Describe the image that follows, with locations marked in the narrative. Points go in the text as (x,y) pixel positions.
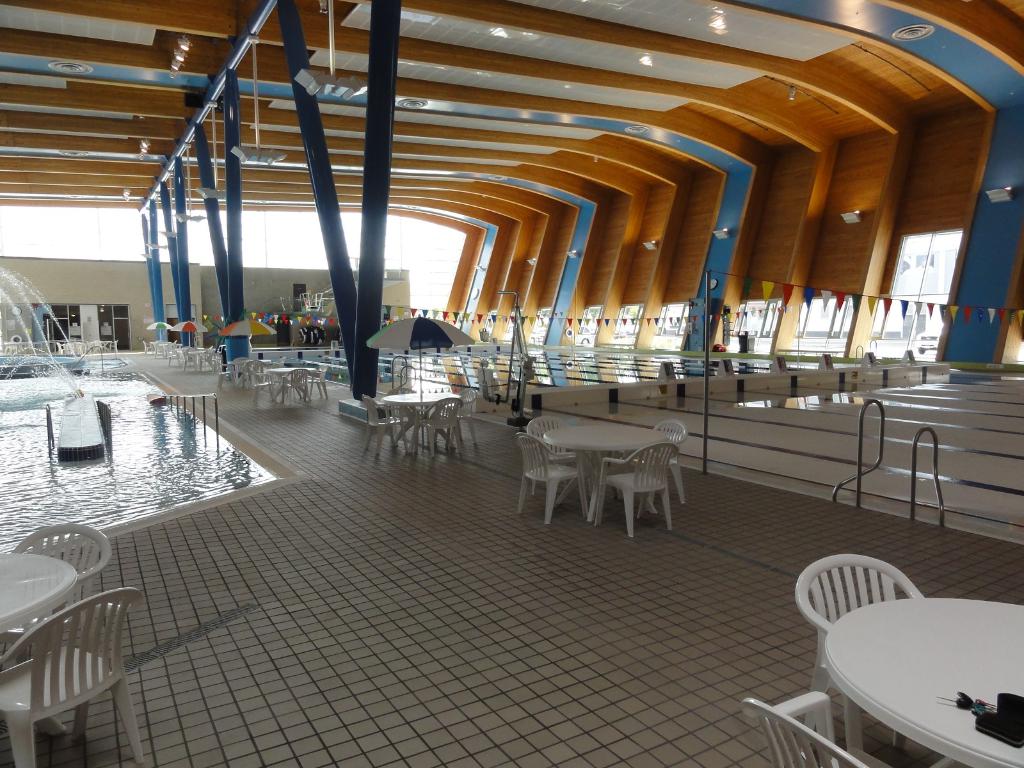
In this image I can see chairs (605,481) and table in white color. Back Side I can see a umbrellas (262,332) in different color. I can see a poles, flags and pool (129,473). I can see a brown and blue shed (857,256).
